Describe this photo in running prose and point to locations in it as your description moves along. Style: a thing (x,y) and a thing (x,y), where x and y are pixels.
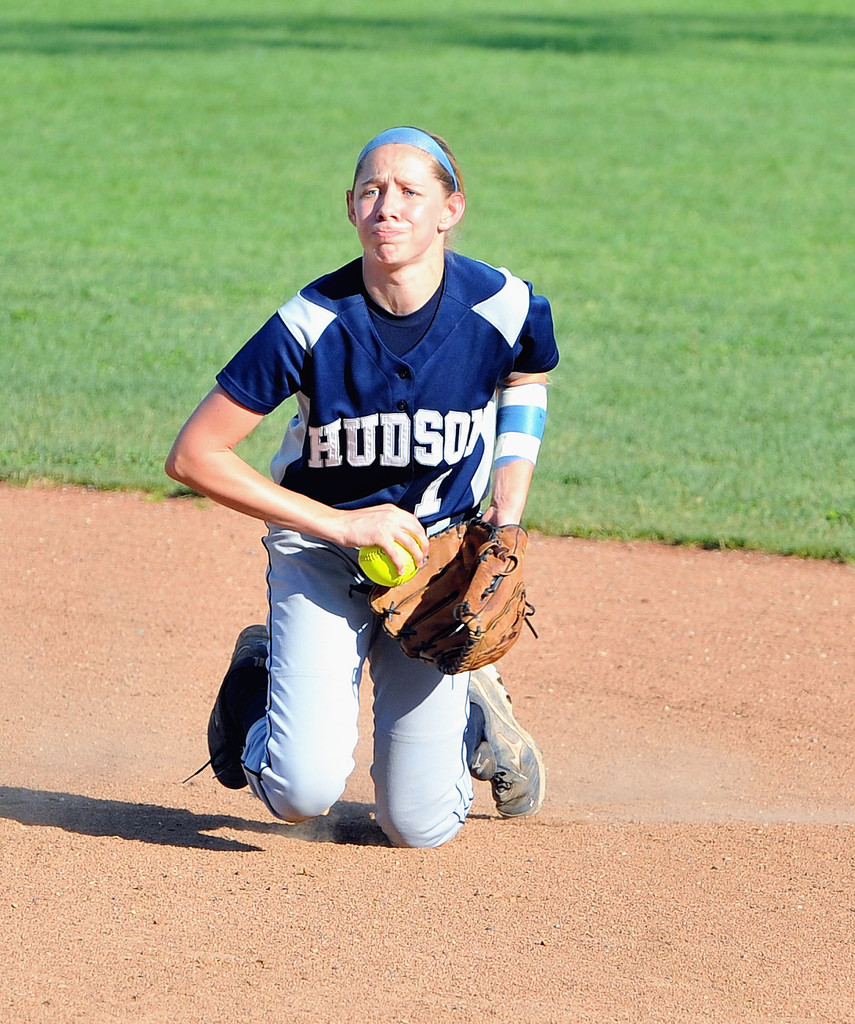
In this image in the center (368,420) there is one woman (413,432) who is holding a ball (378,580) and wearing a gloves (449,584) and she is sitting on her knees (321,781). At the bottom (658,758) there is sand (694,665), and in the background (700,357) there is grass (763,274).
